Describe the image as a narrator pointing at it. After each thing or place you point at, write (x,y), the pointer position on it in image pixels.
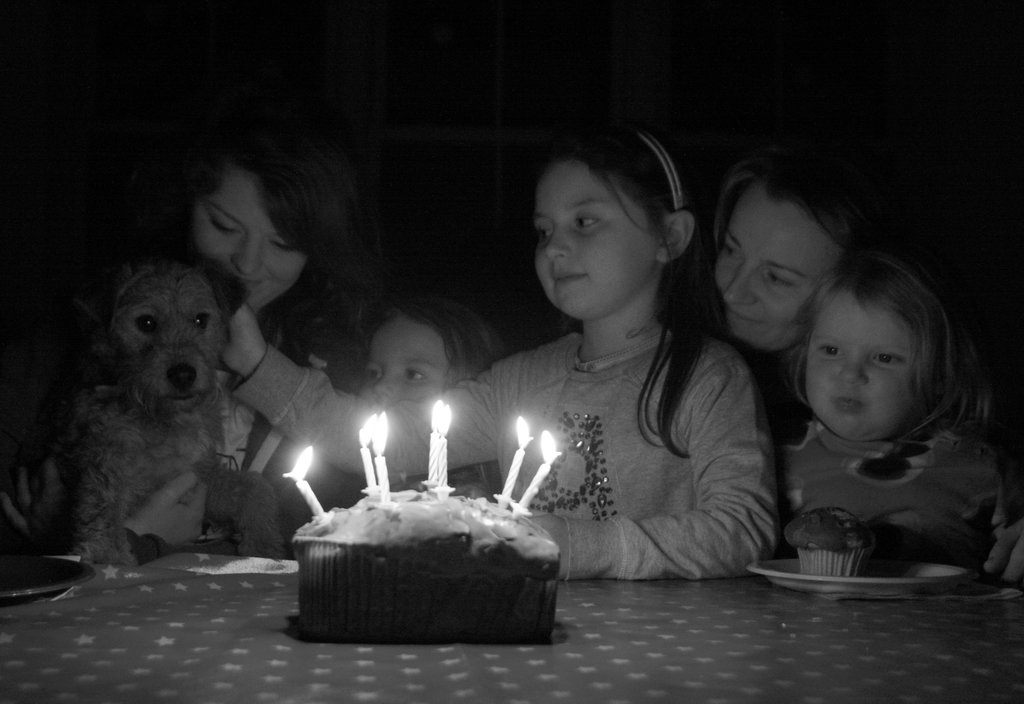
In this image there are group of kids (459,356) who are looking at candles (298,479) and there is a puppy (189,372).
